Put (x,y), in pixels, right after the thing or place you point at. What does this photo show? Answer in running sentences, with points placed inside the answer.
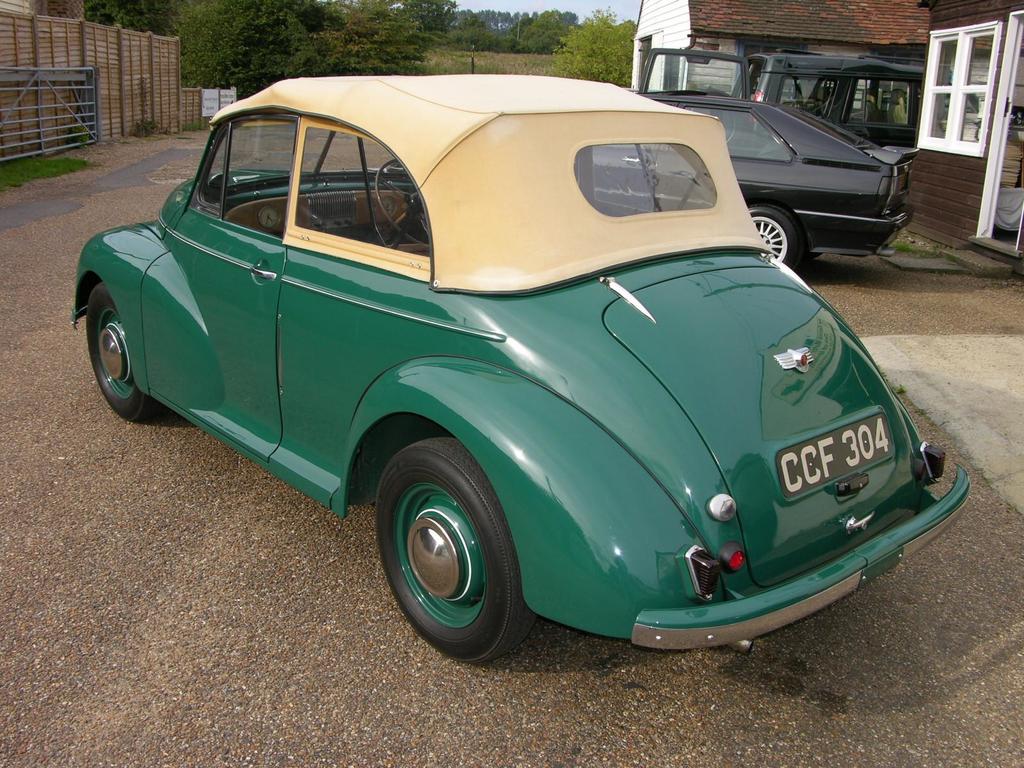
In this picture we can see vehicles (625,443) on the ground (245,485), gate (39,114), wall (33,128) and houses (1015,85) with windows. In the background (431,33) we can see trees (528,42) and the sky (605,1).
